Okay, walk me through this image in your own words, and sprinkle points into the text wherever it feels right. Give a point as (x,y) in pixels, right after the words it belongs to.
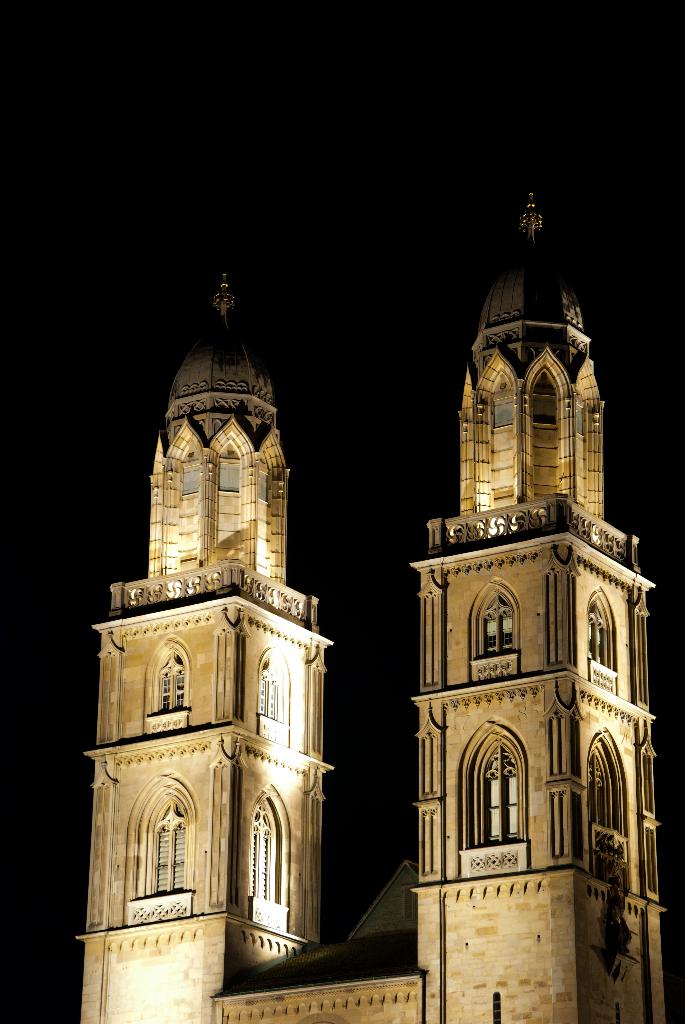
In this picture i can see the church (625,634). On the church (437,555) there are two towers (597,639). At the top of the tower (501,354) i can see the domes (187,383) and finials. At the bottom (182,1000) i can see the light beam (153,992). At the top (310,65) i can see the darkness (267,35).
